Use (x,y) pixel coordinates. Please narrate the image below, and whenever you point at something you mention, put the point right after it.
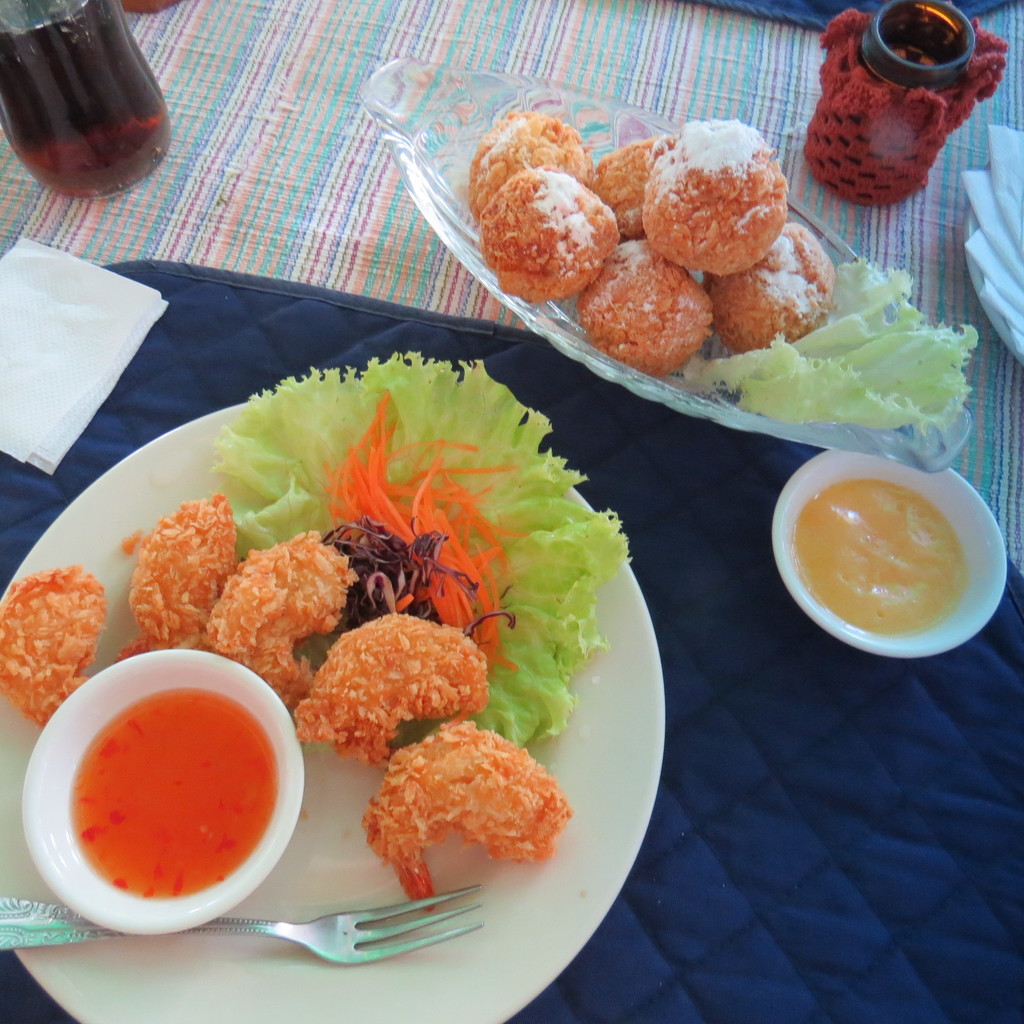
In this image at the bottom (798,718) there is a table (740,723), on the table (787,677) there are some clothes (359,203). And on the table (146,436) there are some plates (447,153), bowls (819,486) and some glasses (79,126) and bottles (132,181) and some tissue papers (117,329). And in the plate (367,583) there are some food items (205,809) and fork (365,934).
